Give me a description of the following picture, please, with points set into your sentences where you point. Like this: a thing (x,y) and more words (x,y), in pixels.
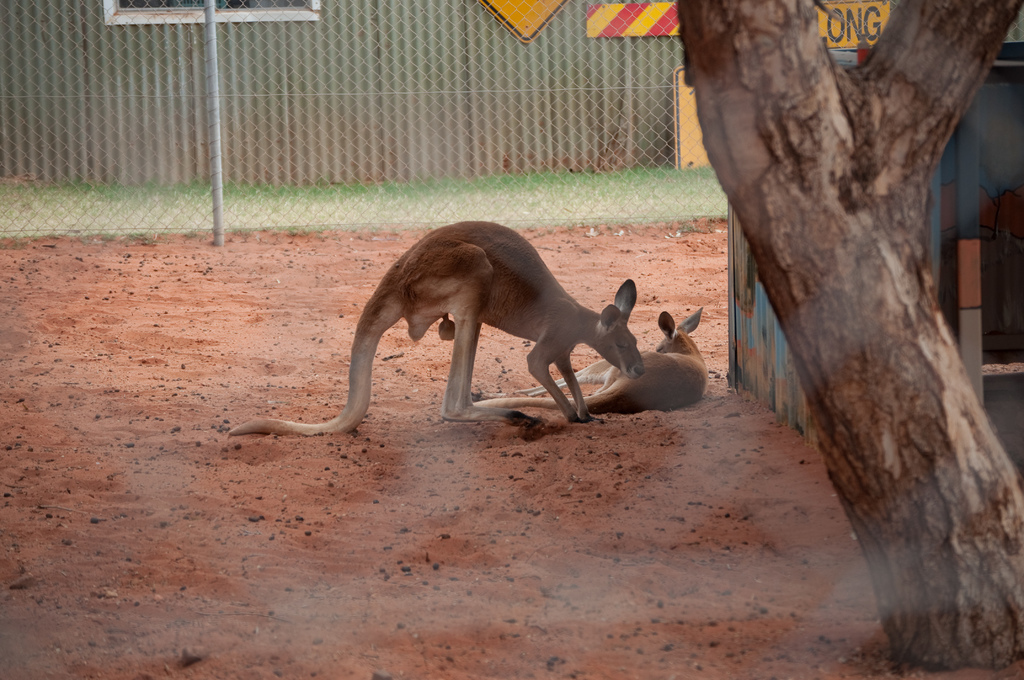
In this image I can see two animals (543,350) which are in brown color. To the right (818,264) I can see the shed (947,249) and the trees (752,179). In the background (362,178) I can see the pole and the boards (634,25) to the railing (222,108).
